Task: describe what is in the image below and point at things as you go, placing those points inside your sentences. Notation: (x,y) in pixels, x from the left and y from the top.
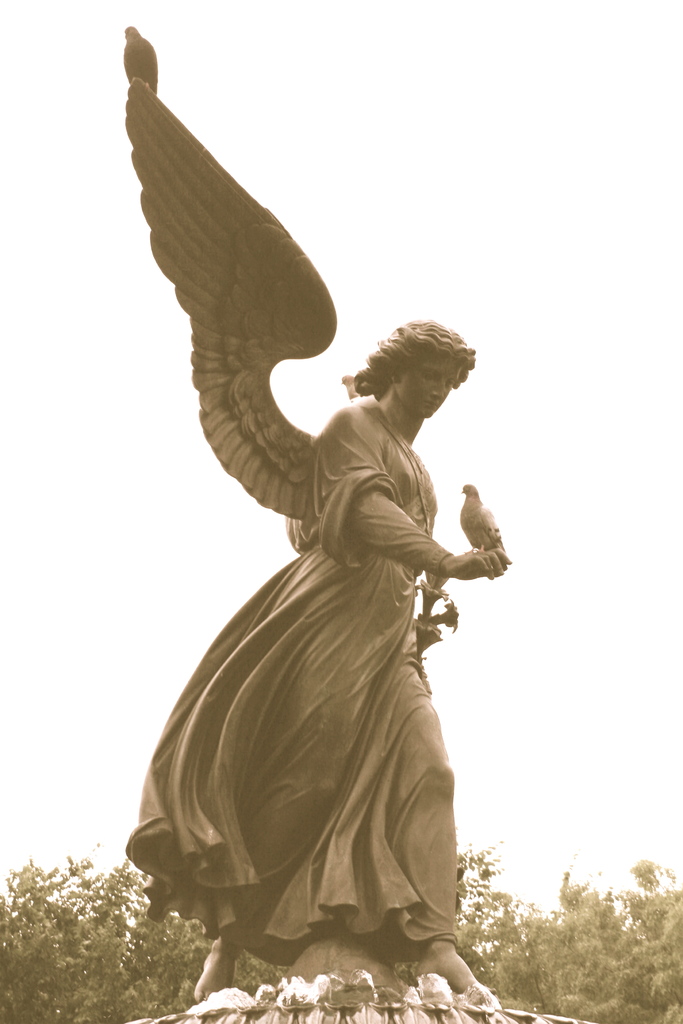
In this image we can see the statue (222,336) of a person (259,358) with wings (235,333) and there is a bird (486,548) on the statue (351,857). In the background (8,822) we can see the sky (214,77) and at the bottom (592,1002) we can see trees (510,995).
